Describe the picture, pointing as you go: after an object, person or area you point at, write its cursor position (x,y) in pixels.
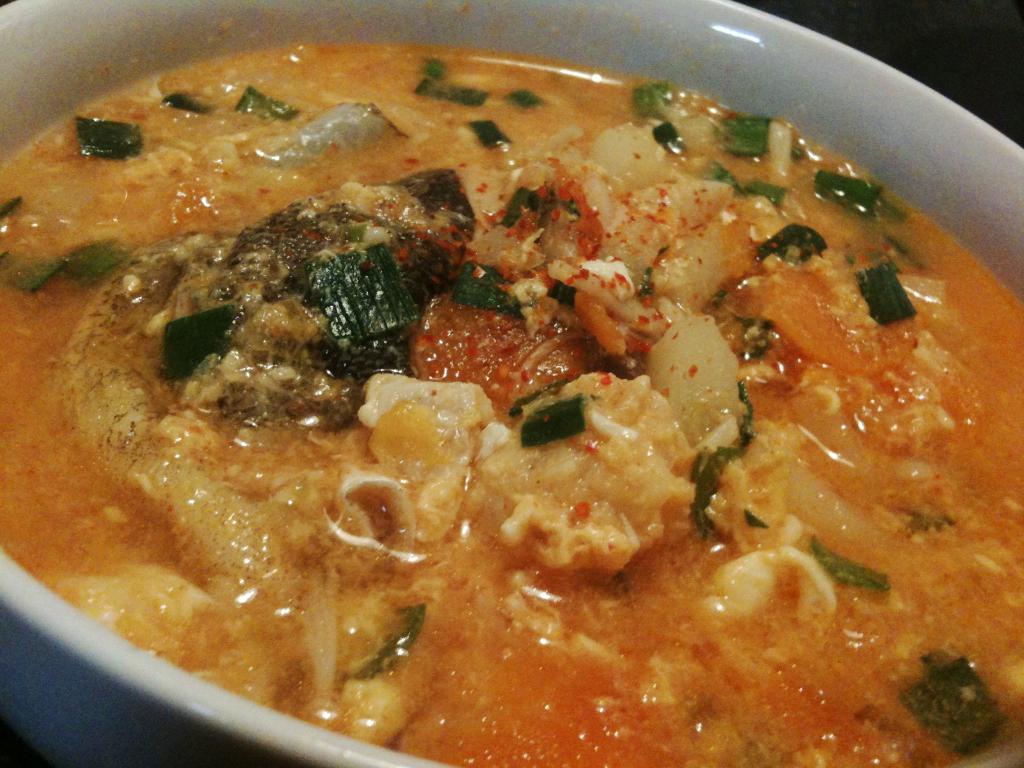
In this image there is one bowl (133,32), and in the bowl (1016,178) there is some food (510,178).
